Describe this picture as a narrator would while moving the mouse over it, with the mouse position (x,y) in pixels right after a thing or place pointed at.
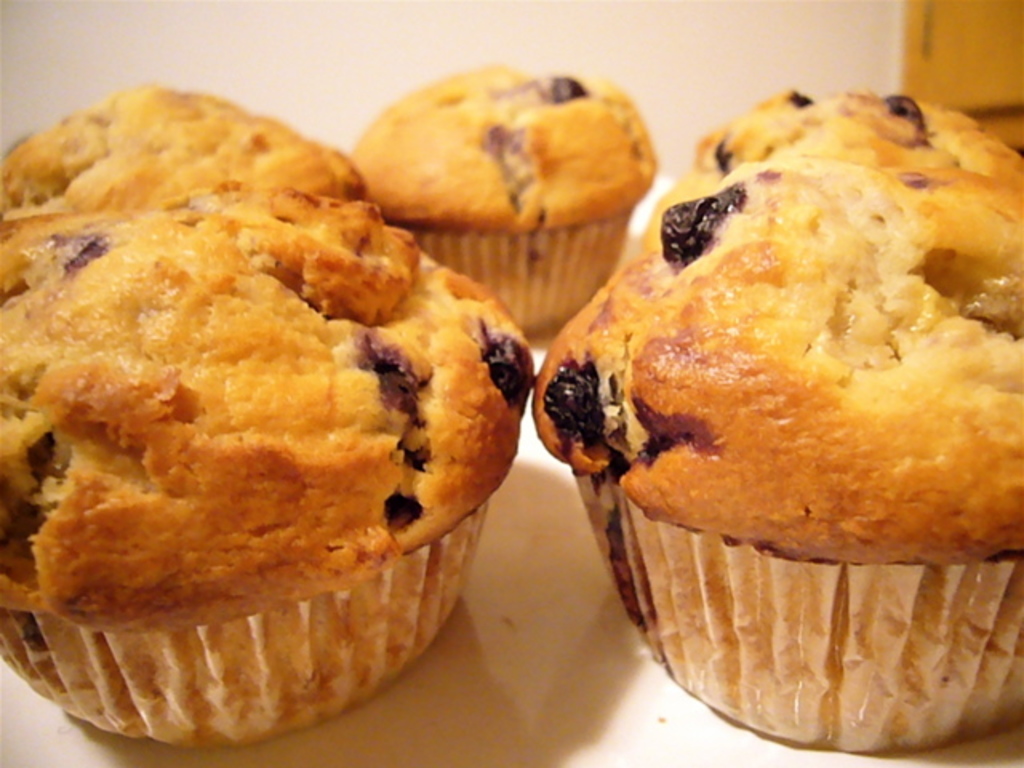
In this picture we can see cupcakes (232,671) on a platform (540,650) and in the background (284,50) we can see the wall (713,113).
